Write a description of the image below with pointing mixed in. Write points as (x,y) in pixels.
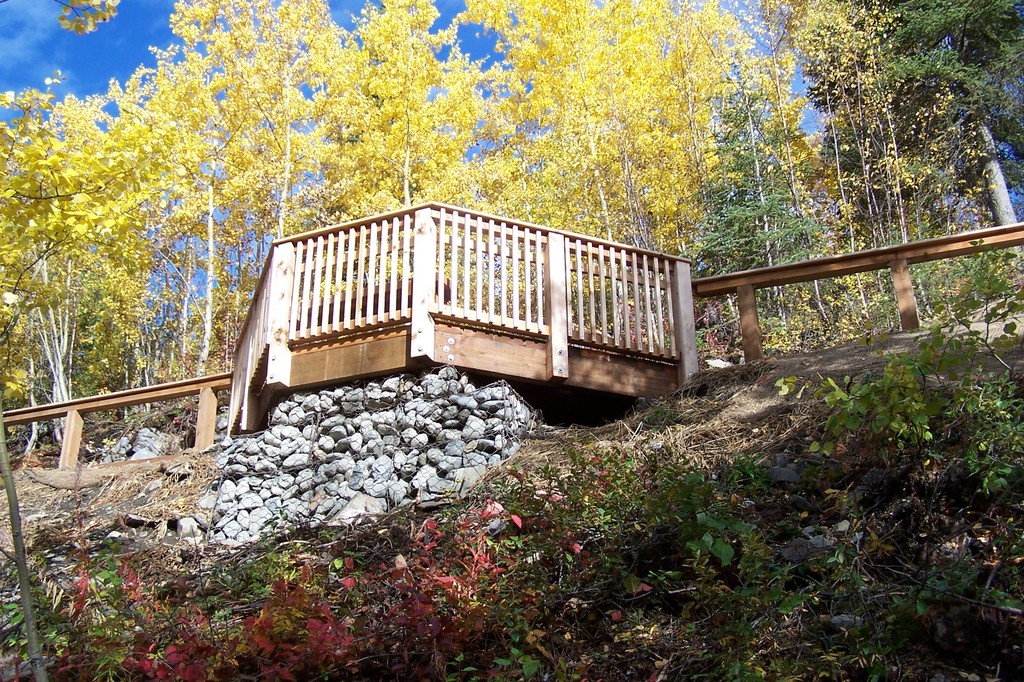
In this image I can see few stones (400,451), few plants (657,515), few flowers (181,648) which are pink in color and the wooden railing (206,422). In the background (606,104) I can see few trees (669,119) which are green and yellow in color and the sky (103,43) which is blue in color.
